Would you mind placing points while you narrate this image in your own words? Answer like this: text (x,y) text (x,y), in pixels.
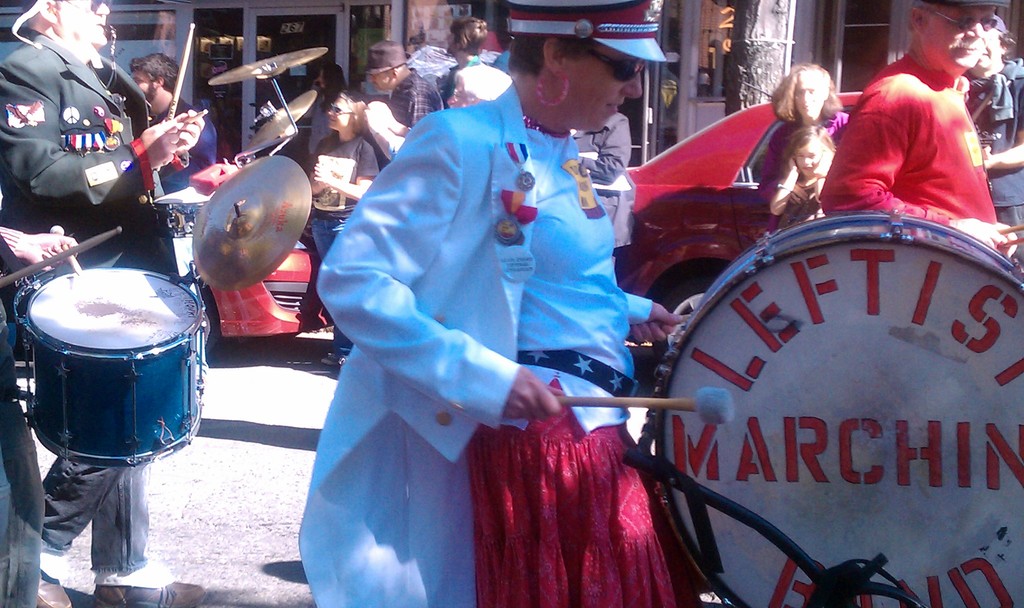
In this picture we can see some people (616,304) are playing musical instruments (114,392) on the road (292,404), side we can see some vehicles (729,187), buildings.
